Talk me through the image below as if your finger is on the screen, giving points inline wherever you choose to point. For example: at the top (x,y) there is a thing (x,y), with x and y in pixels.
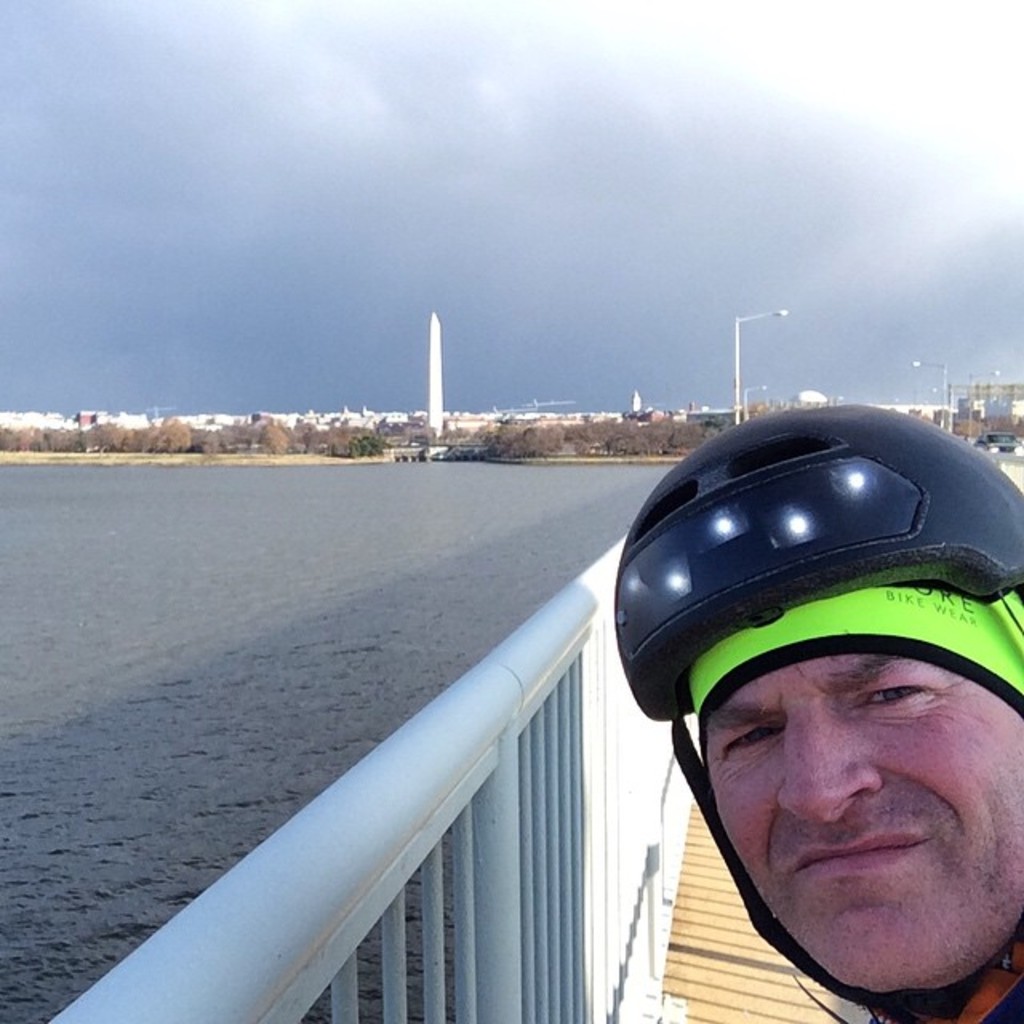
On the right (733,619) we can see a person (870,864) wearing a helmet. There is a railing (606,760). On the left (99,798) we can see water (227,618). In the background (234,440) there are trees (256,428), buildings (807,399), towers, poles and sky (488,164).
